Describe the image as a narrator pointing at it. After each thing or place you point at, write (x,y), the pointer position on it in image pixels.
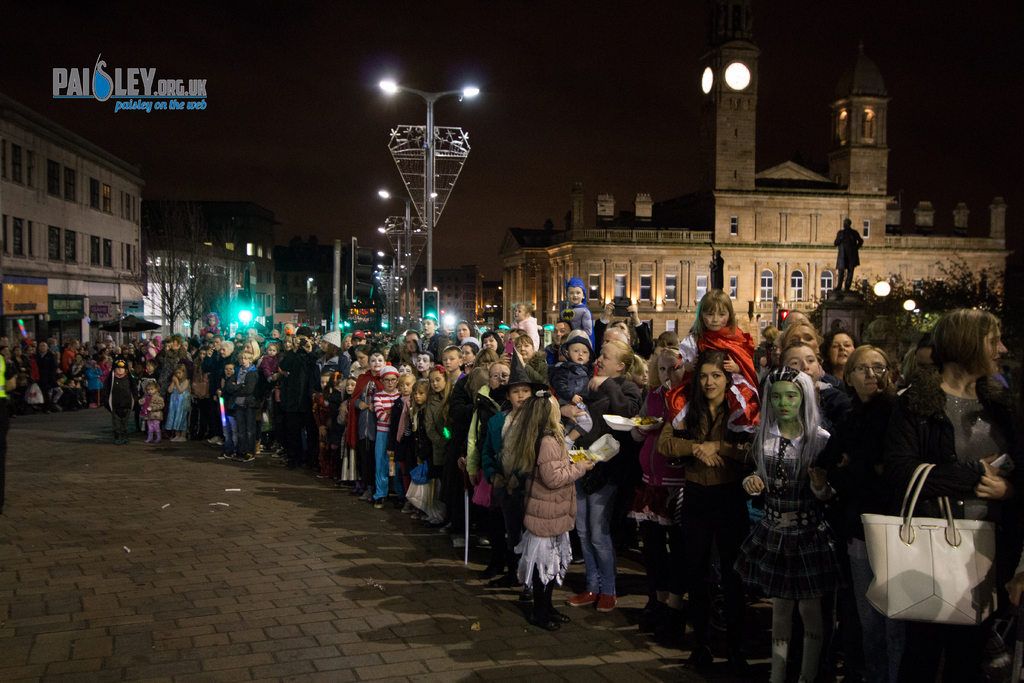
There are group of people (474,451) standing and waiting for something. In the background (114,267) there are buildings (123,232), trees (173,304), street lights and a statue (847,247).
